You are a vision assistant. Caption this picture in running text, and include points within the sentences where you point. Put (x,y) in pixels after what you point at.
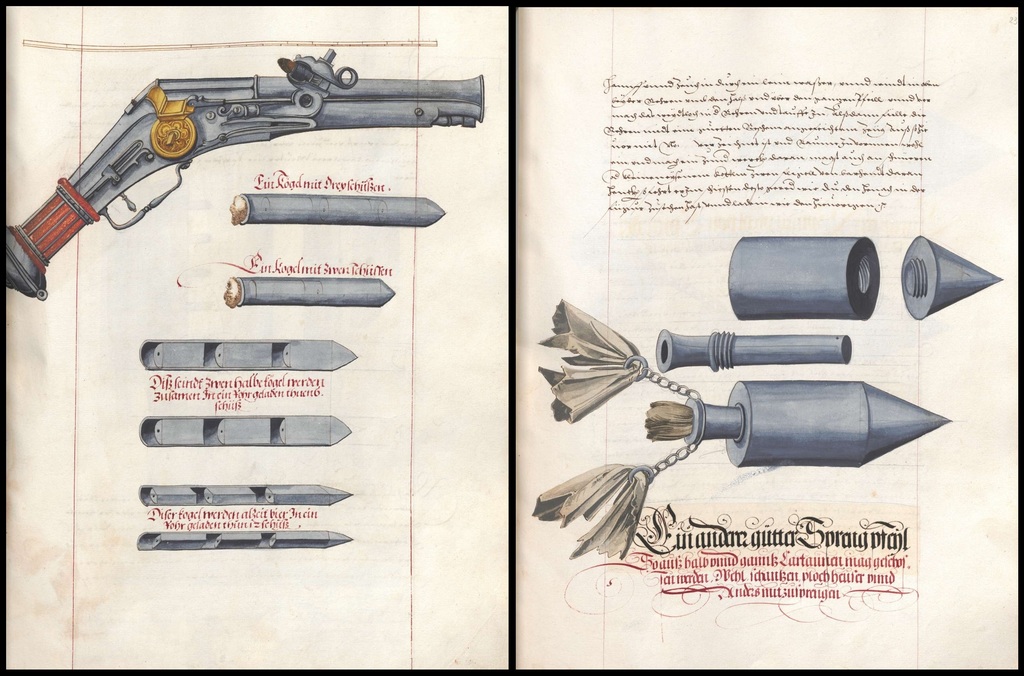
On the left side page (245,393), there is a painting of a gun (426,96) and paintings of the bullets (296,221), there are texts (382,184) and there are lines (41,43). On the right side page (858,532), there are paintings of the bullets (954,264), there are texts (696,99) and lines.
